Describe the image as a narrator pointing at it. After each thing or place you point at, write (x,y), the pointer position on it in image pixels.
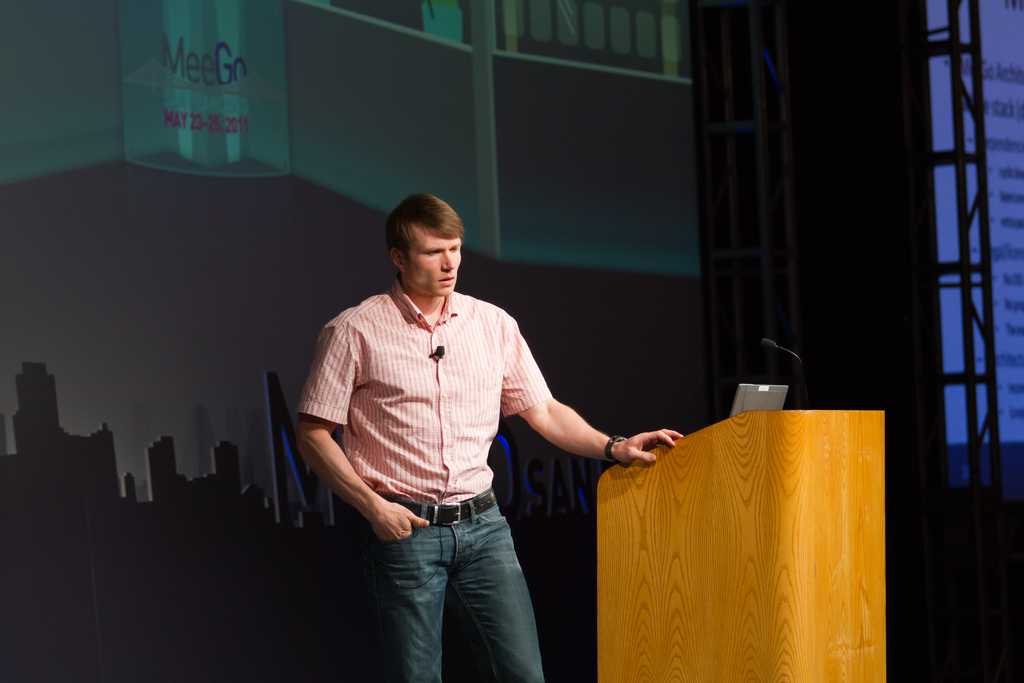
In this image there is a man (511,415) standing towards the bottom of the image (481,463), there is a podium (779,516) towards the bottom of the image (776,558), there are objects (776,388) on the podium (804,446), there is a screen (974,167) towards the right of the image (948,201), there is text (1006,285) on the screen (1001,334), there are metal objects (758,60) towards the top of the image (926,48), at the background of the image (470,203) there is an object (217,193) that looks like a board (521,162), there are buildings (76,440) on the board (222,459), there is text (203,69) on the board (228,52), there are numbers (225,126) on the board (204,101).
